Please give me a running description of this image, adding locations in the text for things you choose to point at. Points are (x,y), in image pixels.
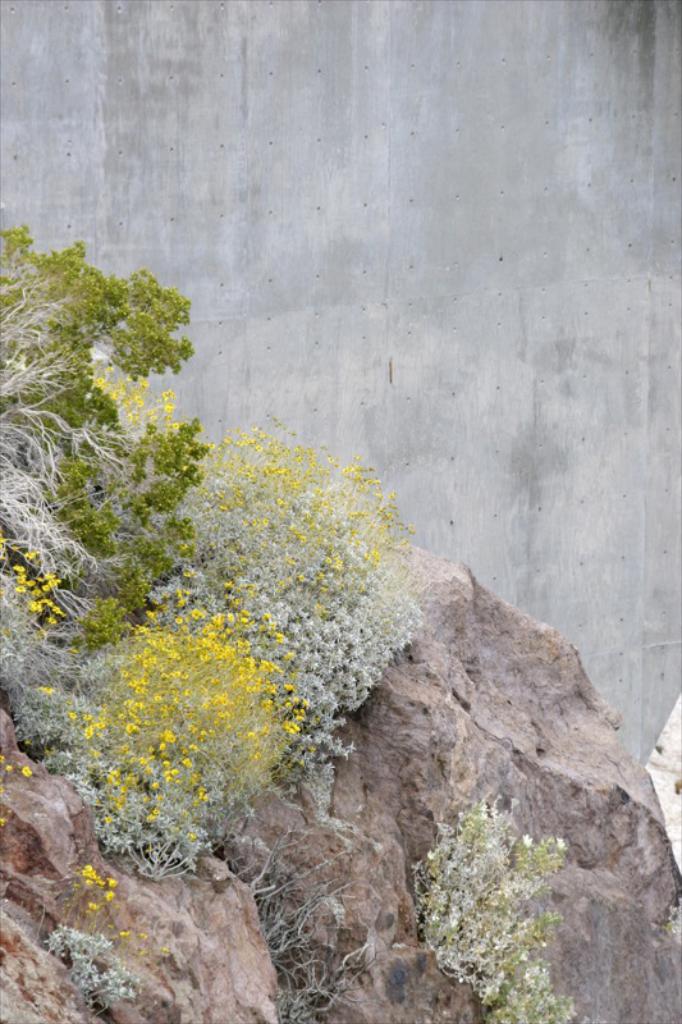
In the center of the image (453,679) there is a rock (421,952) and we can see bushes (480,930) on the rock (394,801). In the background (491,254) there is a wall (500,254).
